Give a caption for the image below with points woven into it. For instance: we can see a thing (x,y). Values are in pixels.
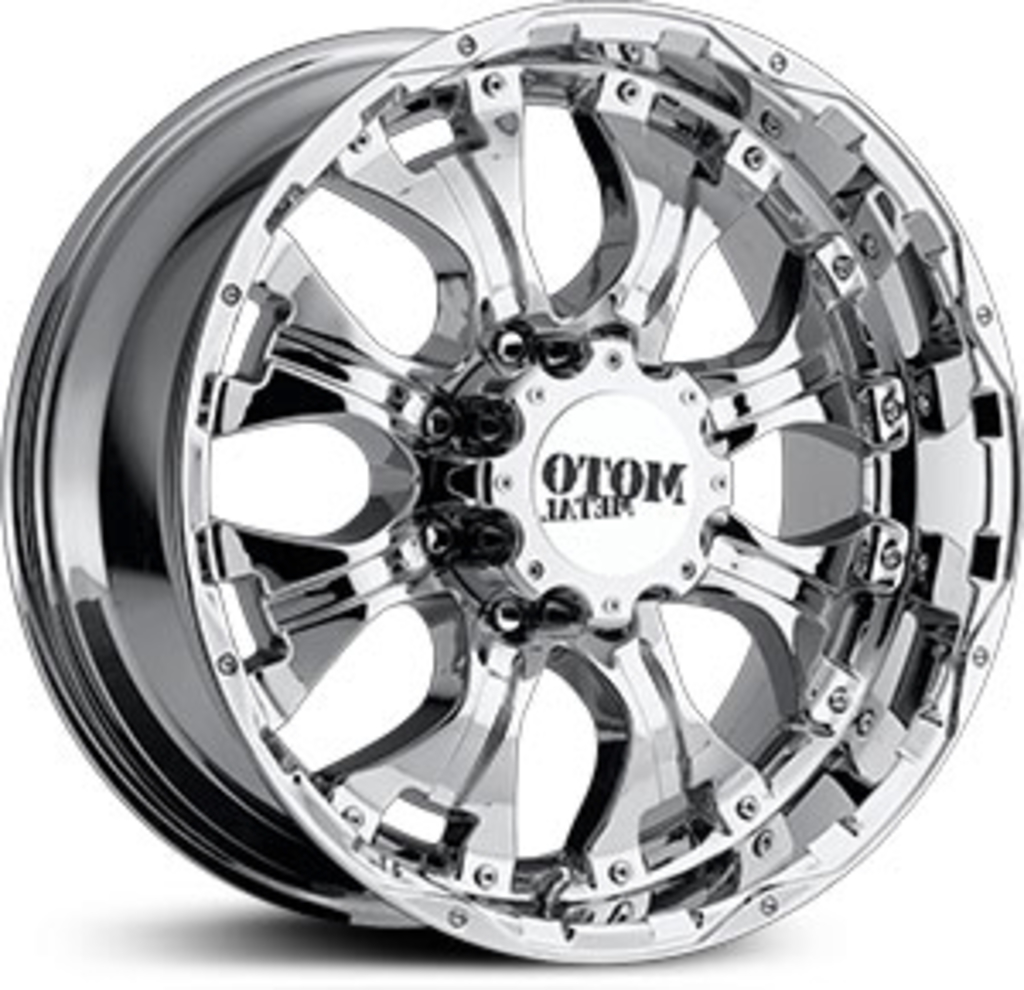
In the picture we can see the rim (714,773), in the middle of the rim (777,788) we can see the name Moto metal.
